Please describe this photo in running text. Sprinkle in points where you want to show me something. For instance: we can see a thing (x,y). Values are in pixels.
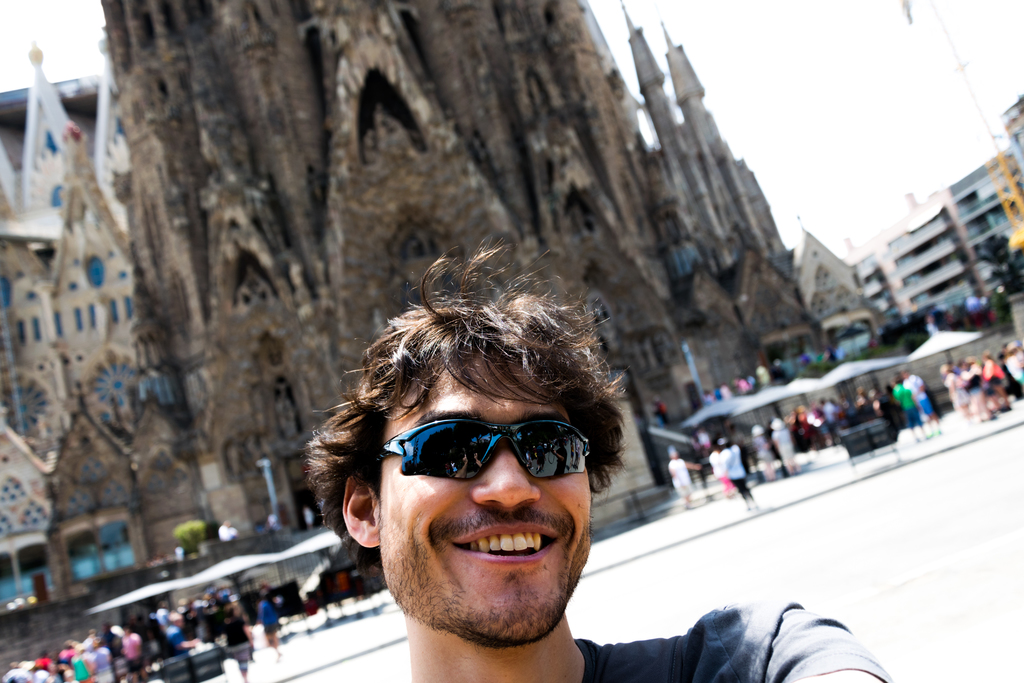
In this image I can see a person (509,532) wearing the cooling glasses (445,446). In the background (308,606), I can see some people (770,443) and the buildings (703,288).
